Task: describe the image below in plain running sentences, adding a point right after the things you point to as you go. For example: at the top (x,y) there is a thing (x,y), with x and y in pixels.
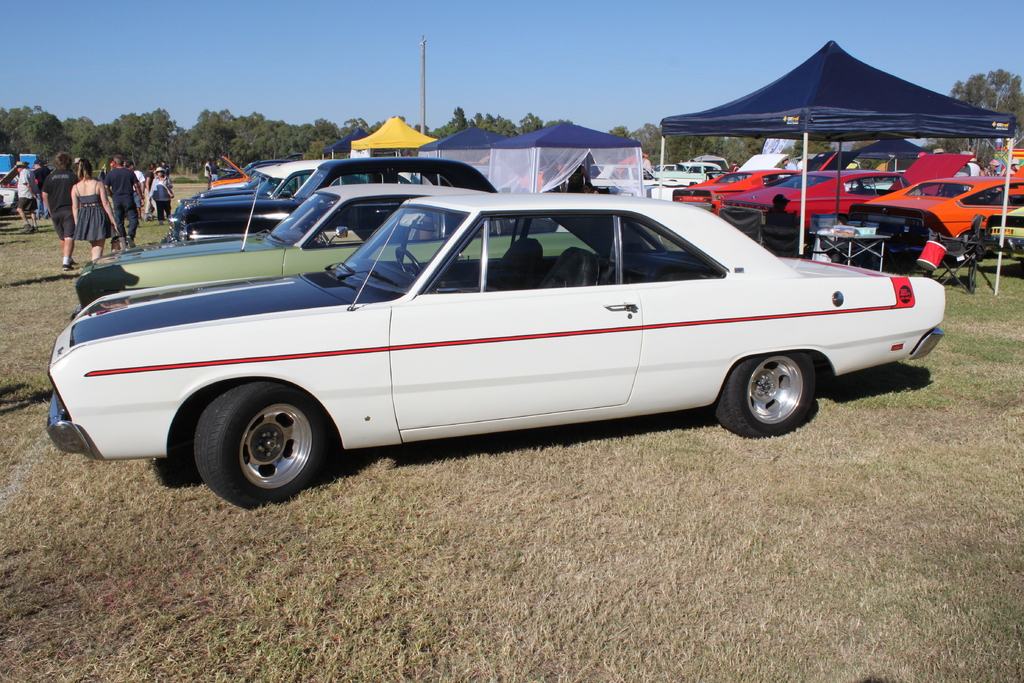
There are cars (624,264) and group of people (79,228) on the ground (364,493). Here we can see a pole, tents (514,159), and trees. In the background (616,32) there is sky (387,29).
